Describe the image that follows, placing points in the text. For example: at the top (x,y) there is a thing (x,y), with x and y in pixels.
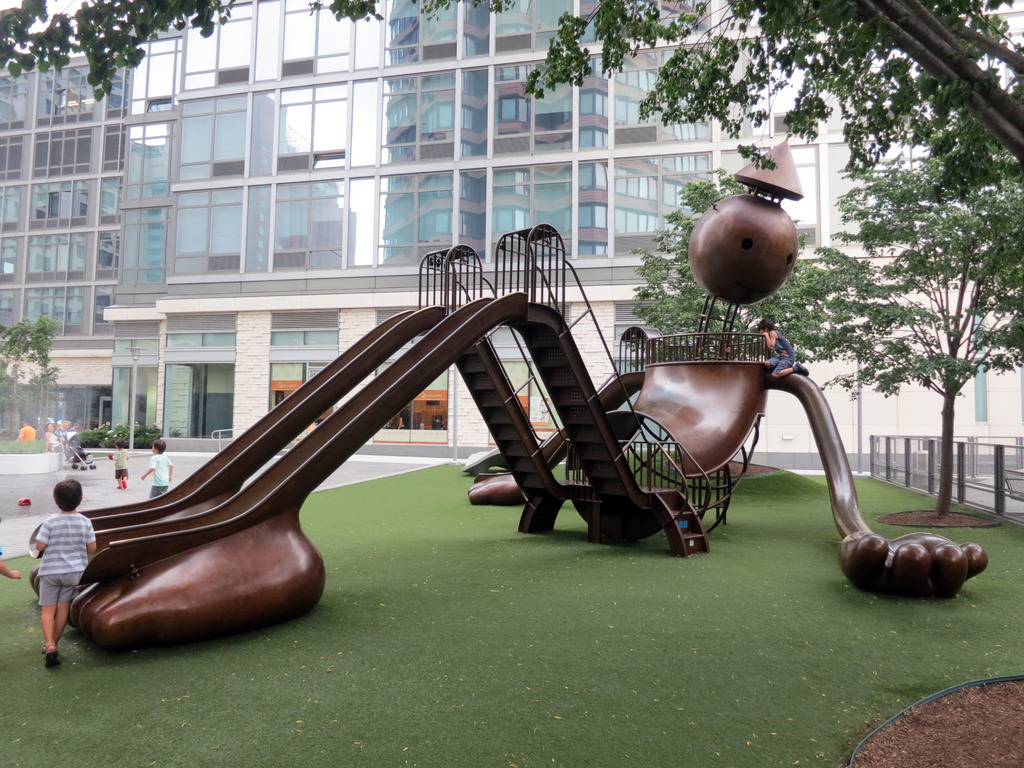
In this image we can see a slide (583,375) on the ground (601,558), there are children (125,465) standing, on the left (205,333) there are glass buildings (421,239), there is a door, on the right (818,313) there are many trees (795,336).
